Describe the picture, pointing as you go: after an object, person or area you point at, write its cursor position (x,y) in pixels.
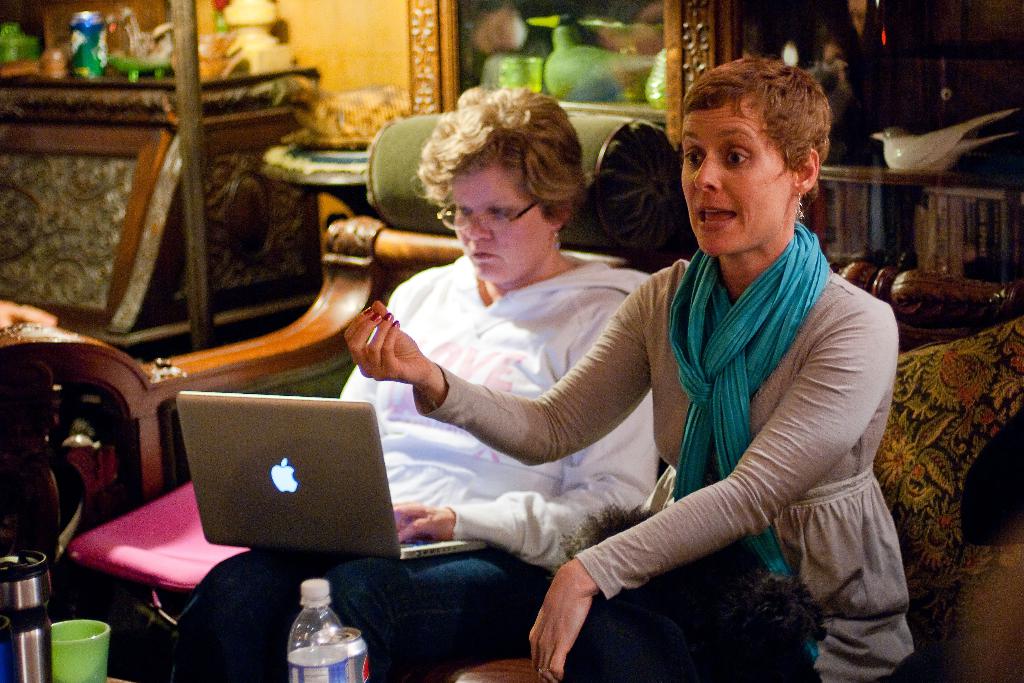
In this image there is a woman (730,463) sitting on the sofa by opening her mouth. Beside her there is another woman (420,423) who is working with the laptop (327,508). In front of them there is a table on which there is a bottle (312,625). Beside the bottle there are cups (61,640) and a flask (12,644). In the background (575,55) there is a cupboard (542,43) in which there are some objects (589,68). On the left side (84,32) top there is a soft drink tin (91,47) on the table (136,89).
